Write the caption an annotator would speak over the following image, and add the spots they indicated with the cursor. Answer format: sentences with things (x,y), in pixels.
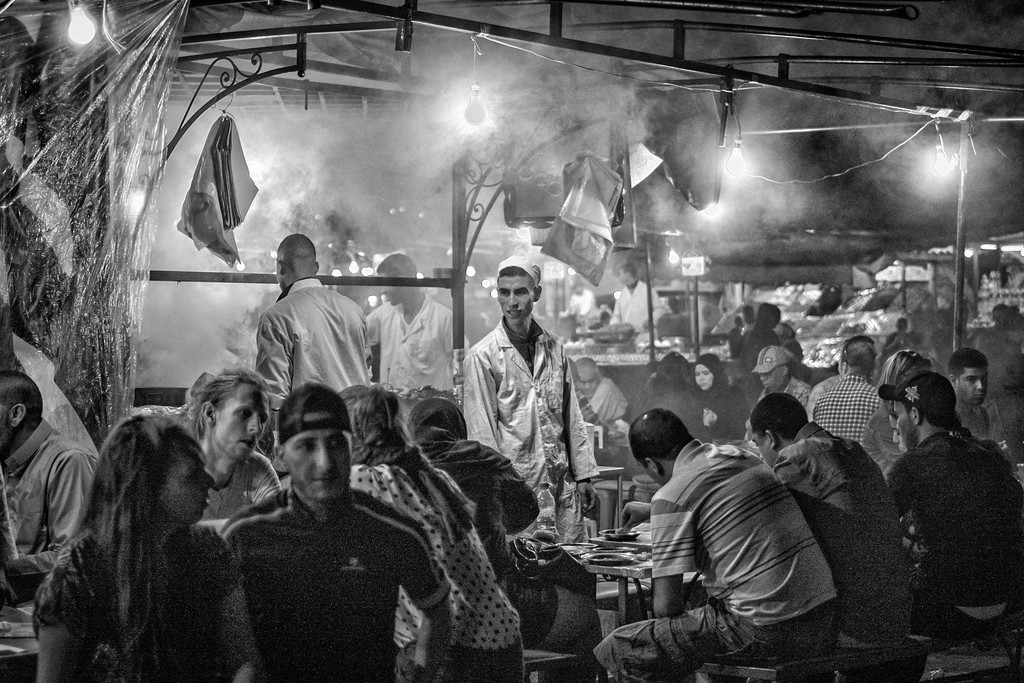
This is a black and white picture, in this image we can see a few people (485,563), among them some people (662,609) are sitting and some people (541,483) are standing, we can see tables (625,570) with some objects (617,560) and also there are some poles (233,273) and objects (597,174) hanged which looks like the papers (598,215).
